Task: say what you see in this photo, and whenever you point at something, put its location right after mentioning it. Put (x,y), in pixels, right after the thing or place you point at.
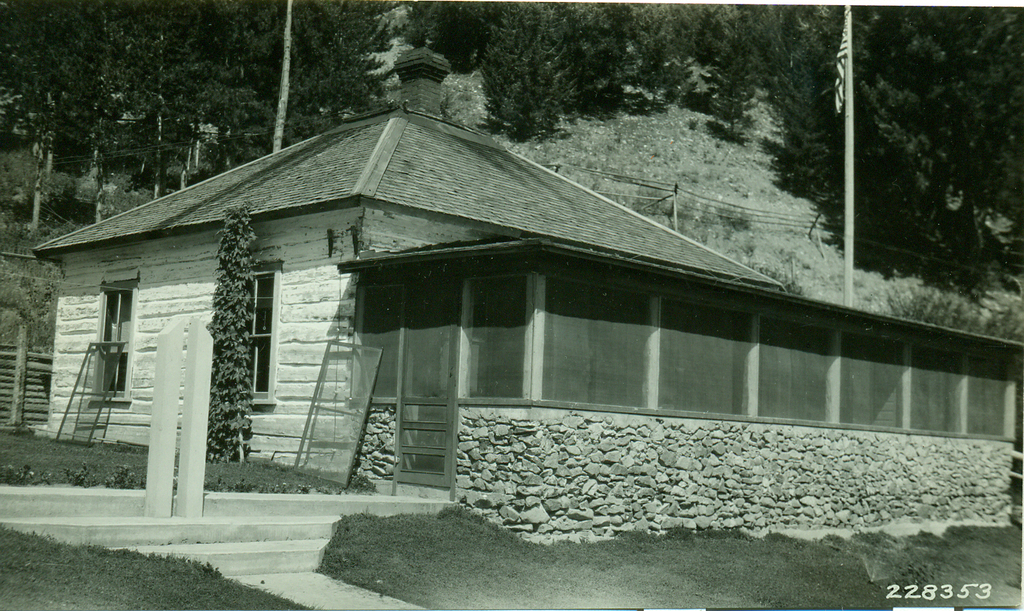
In the foreground (316,134) I can see a house (318,280), creepers (219,404), grass (447,574) and windows (389,380). In the background (872,190) I can see trees (872,190) and a flagpole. This image is taken may be during a day.
